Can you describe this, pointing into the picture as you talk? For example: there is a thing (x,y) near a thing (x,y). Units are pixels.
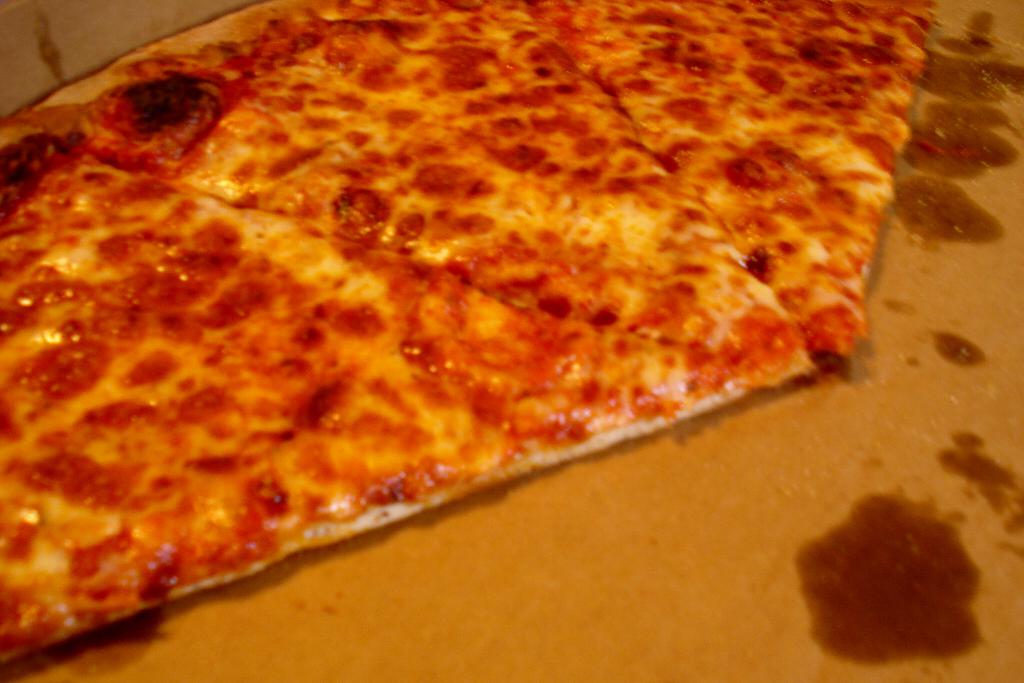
In this image I can see the brown colored surface (671,557) and on the surface (674,523) I can see few pizza pieces (456,174) which are cream, orange, black and red in color.
